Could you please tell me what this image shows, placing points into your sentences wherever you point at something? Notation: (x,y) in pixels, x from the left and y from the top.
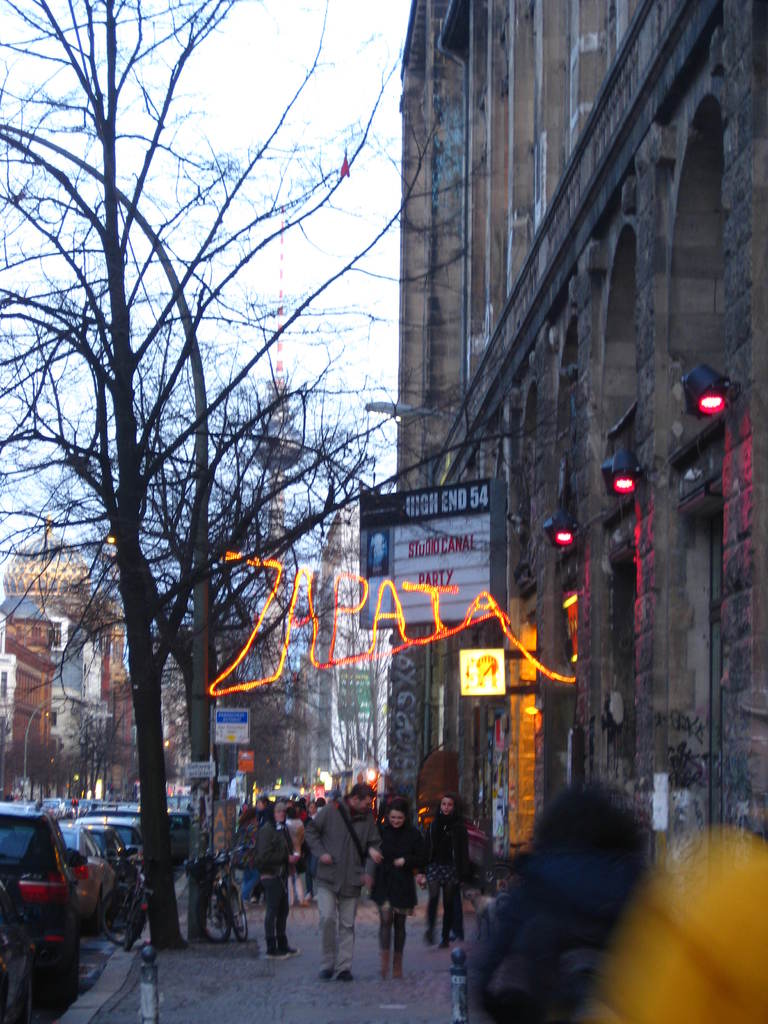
In this image I can see people (352,873) walking on the walkway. There are trees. There are vehicles (5,931) on the road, on the left (178,799). There are buildings (680,739) on the either sides of the road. There are lights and a led name board (435,614). There is sky (345,308) at the top (310,197).
